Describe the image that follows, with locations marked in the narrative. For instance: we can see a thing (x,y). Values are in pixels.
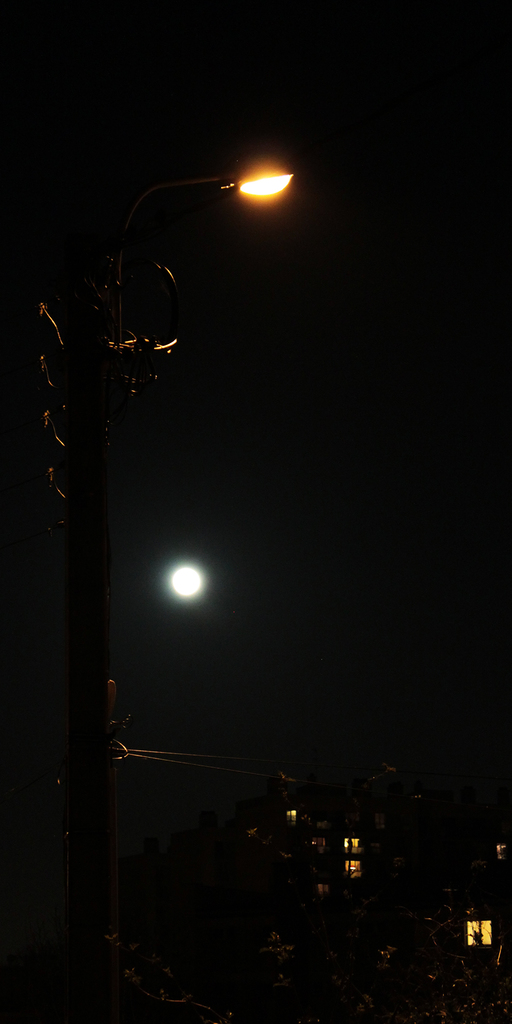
In this picture there is a lamp pole (83,610) on the left side of the image (142,331) and there is a moon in the center of the image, it seems to be there are windows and a tree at the bottom side of the image (290,1000).
